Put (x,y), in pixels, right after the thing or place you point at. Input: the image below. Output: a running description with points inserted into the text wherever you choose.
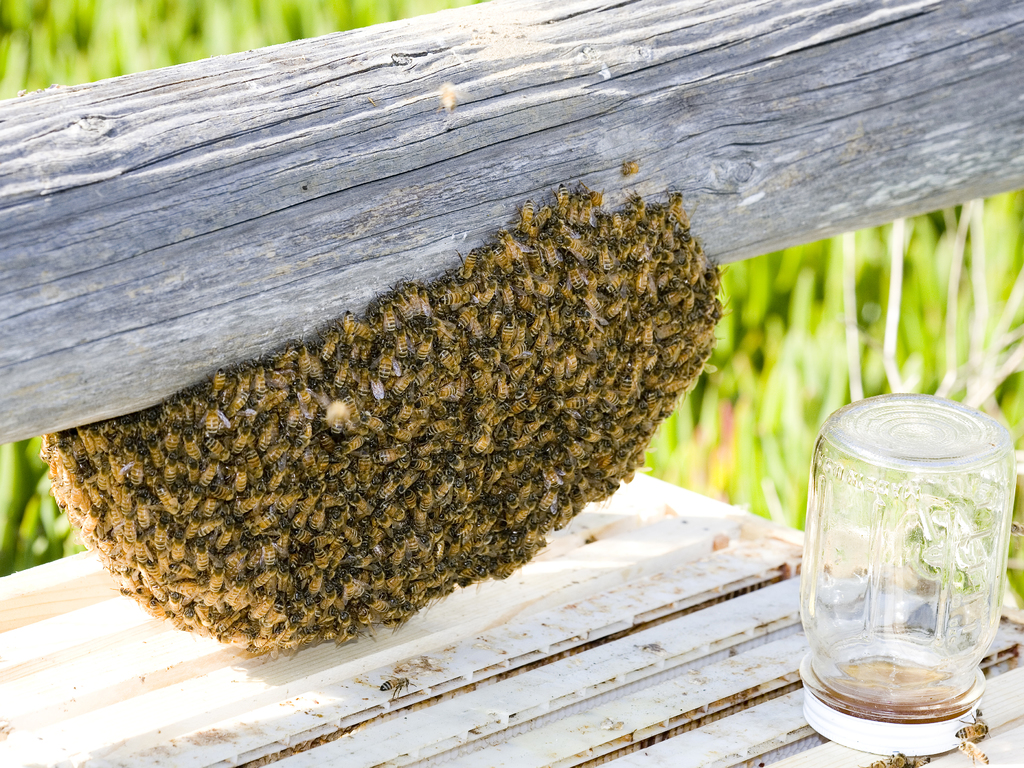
In this picture I can see a honeycomb (497,401) with honey bees (443,414), which is to the tree trunk (25,376), there is a glass jar (986,576) with a lid (926,729) on an object (675,612), and there is blur background (963,251).
